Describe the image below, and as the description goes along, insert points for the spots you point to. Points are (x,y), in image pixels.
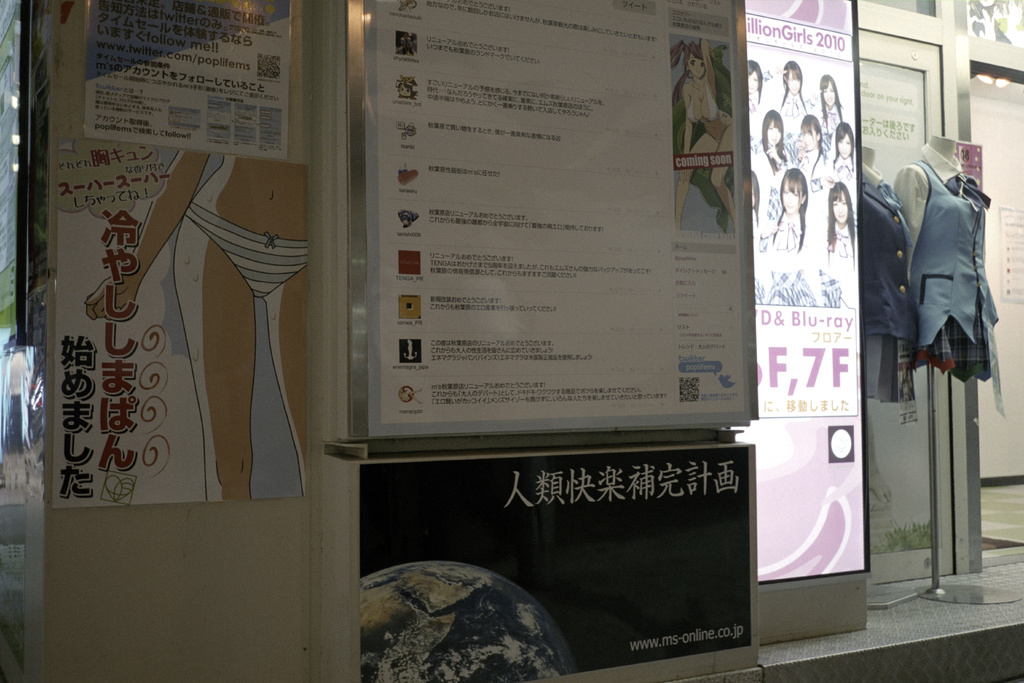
This picture shows a store (1015,401) and we see posters (383,343) on it and we see couple of Mannequins (951,206) with clothes (952,231) on them for the display.
